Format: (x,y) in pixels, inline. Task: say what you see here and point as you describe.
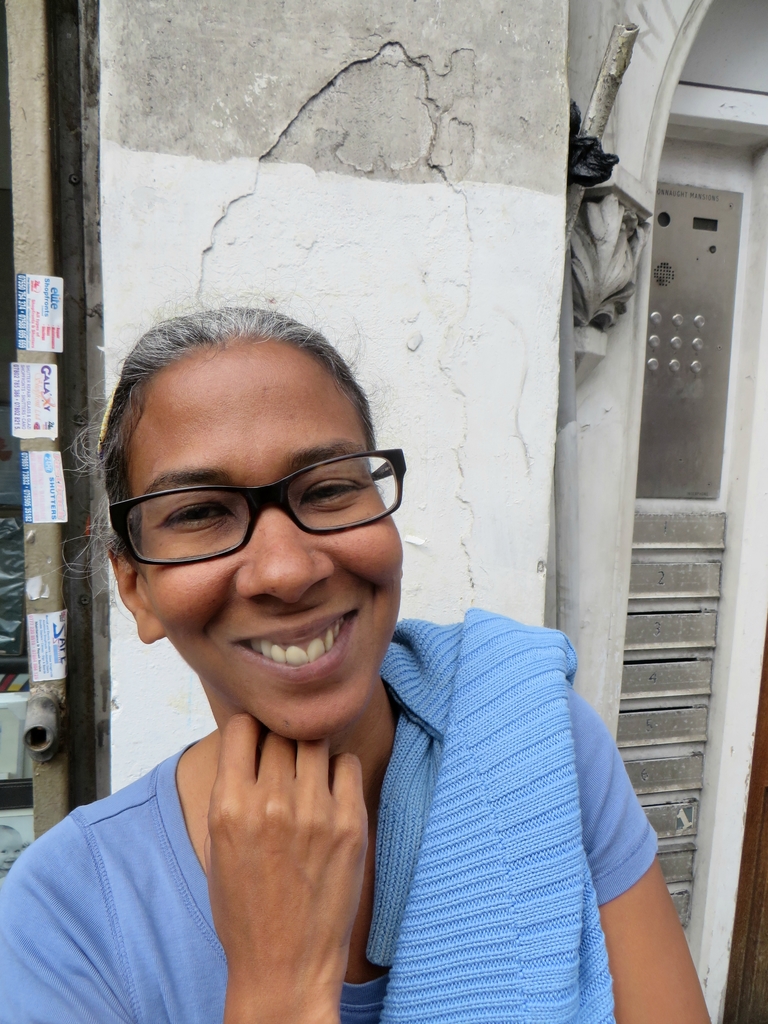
In this image in the center (261,571) there is one woman (296,732) who is smiling, and in the background (491,256) there is a wall (127,204) and a pole (36,85). On the pole (33,76) there are some posters (55,458), and on the right side (637,103) there is a wall (635,128).
